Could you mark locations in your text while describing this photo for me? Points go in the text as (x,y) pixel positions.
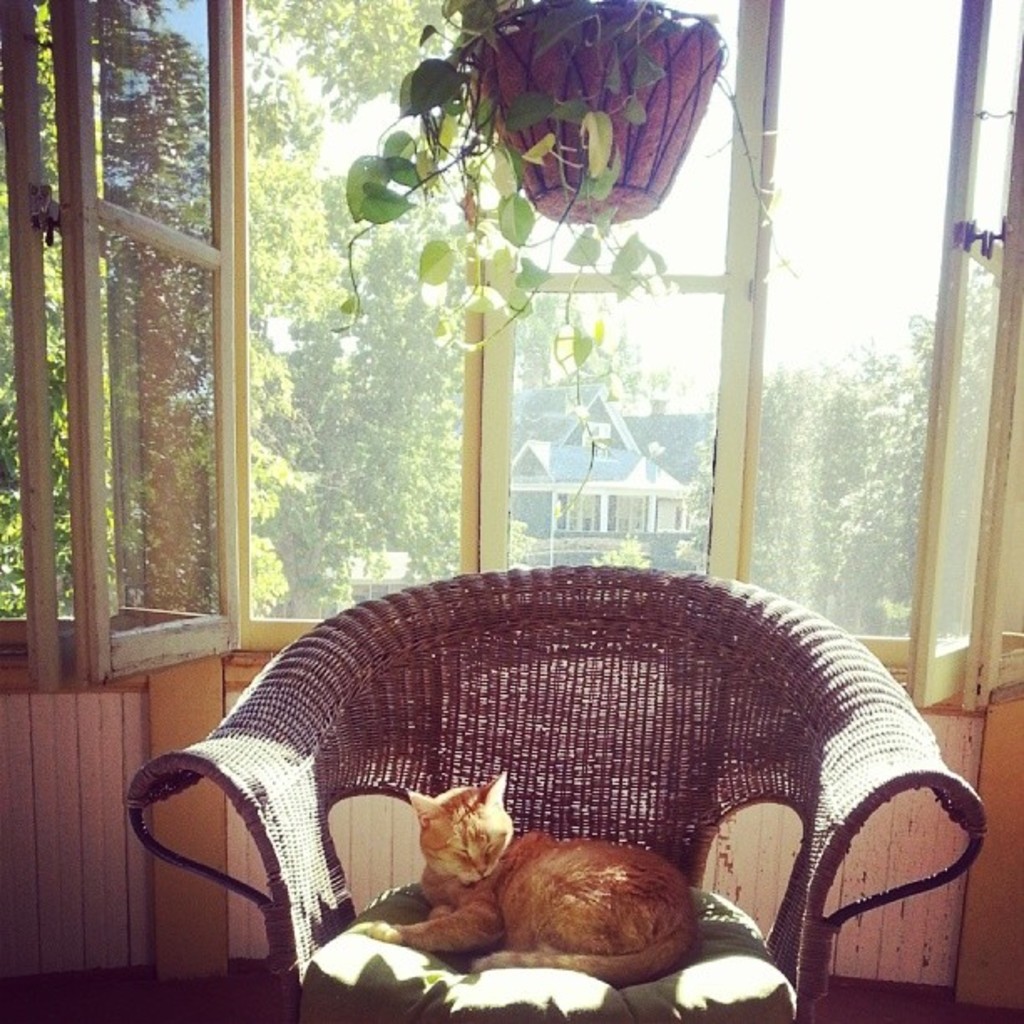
In this picture there is a cat (528,893) lying in the chair (521,717). In the background (683,291) there is a window (724,358), flower pot (609,160). Through the window (499,473) there are some trees (374,422) and a building (579,457) here.
